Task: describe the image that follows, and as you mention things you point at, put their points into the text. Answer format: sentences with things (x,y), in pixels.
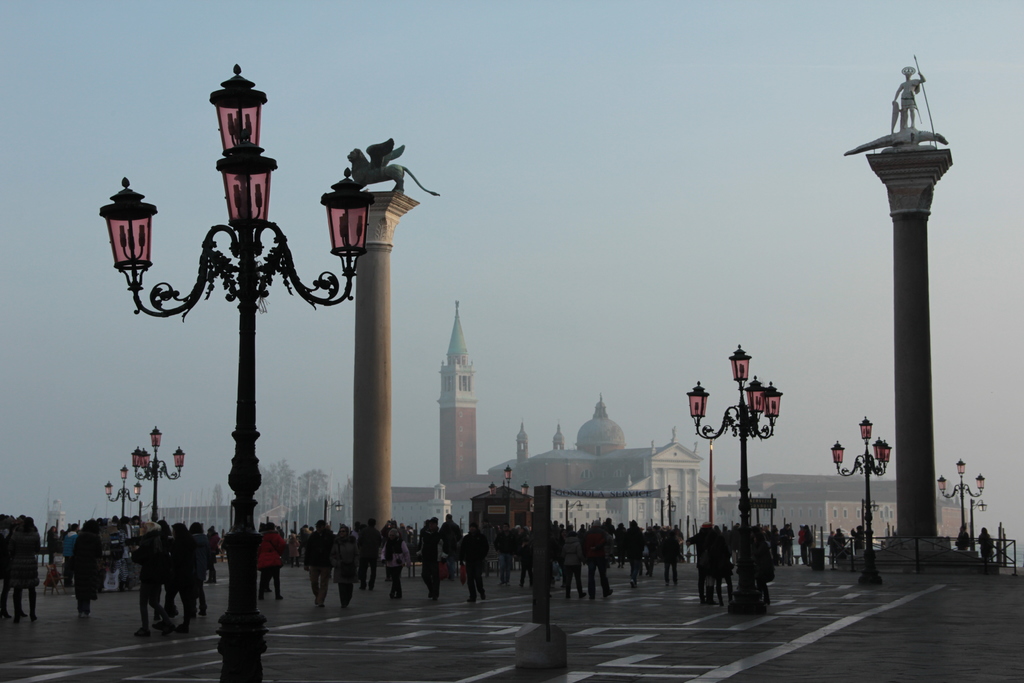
In this picture we can see the poles (249,486) with lights (238,202) and behind the poles (239,509) there are groups of people (389,536) standing on the path (404,577). Behind the people (404,535) there are statues (358,178) on the pillars (929,155). Behind the pillars (925,181) there are buildings (812,487), trees (296,494), sky (595,238) and other things.
